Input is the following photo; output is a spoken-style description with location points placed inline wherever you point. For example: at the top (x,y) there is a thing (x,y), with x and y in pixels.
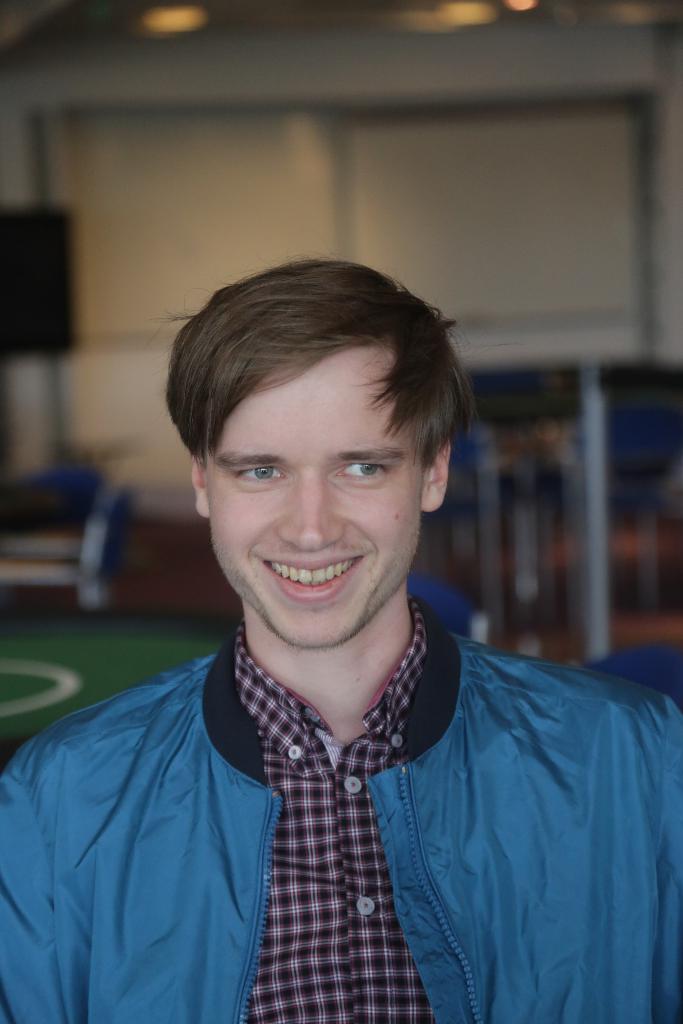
In this picture there is a man (450,876) standing and smiling. At the back (55,540) there is a speaker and there are objects (60,556) and there might be a board (480,211). At the top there are lights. At the bottom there is a floor (205,584).
